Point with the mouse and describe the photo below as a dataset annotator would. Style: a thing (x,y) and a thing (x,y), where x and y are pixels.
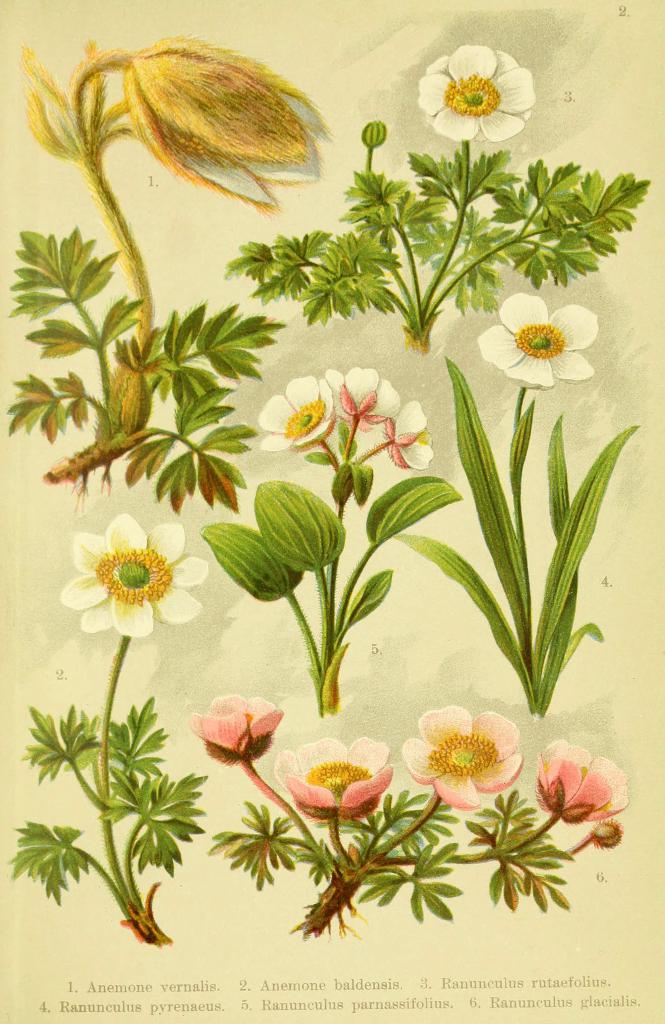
In this picture we can see the drawing (386,236) of some plants (358,490) and flowers (555,365) of different species and different colors. At the bottom (407,979) there is a text (88,1007) on the image.
